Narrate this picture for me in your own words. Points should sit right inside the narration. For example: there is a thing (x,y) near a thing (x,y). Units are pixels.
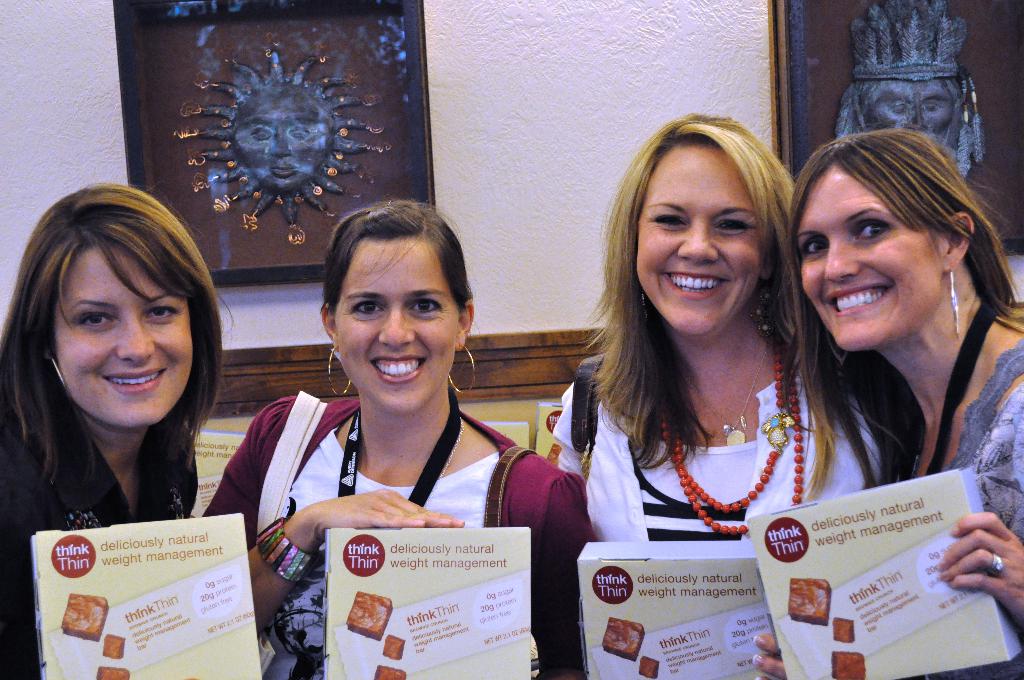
In this picture we can see women (474,512), they are smiling, they are holding boxes (481,565) and in the background (448,129) we can see a wall (455,128), photo frames (382,200).
